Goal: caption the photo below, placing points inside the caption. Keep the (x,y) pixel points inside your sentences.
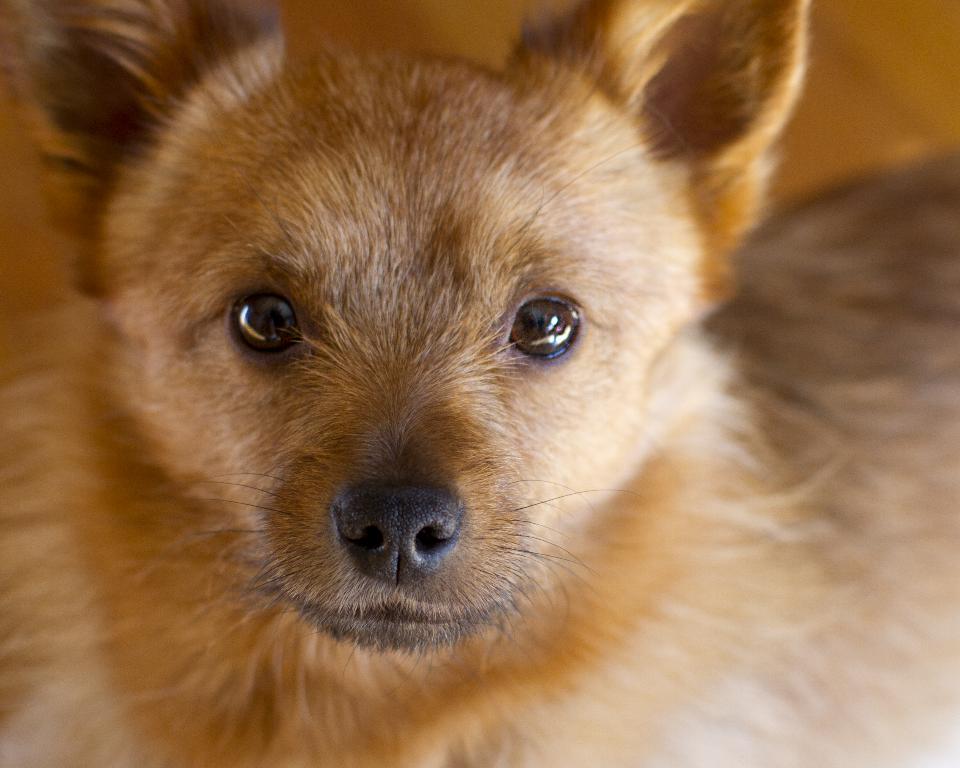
In this image I can see an animal (462,193) which is in brown color.
